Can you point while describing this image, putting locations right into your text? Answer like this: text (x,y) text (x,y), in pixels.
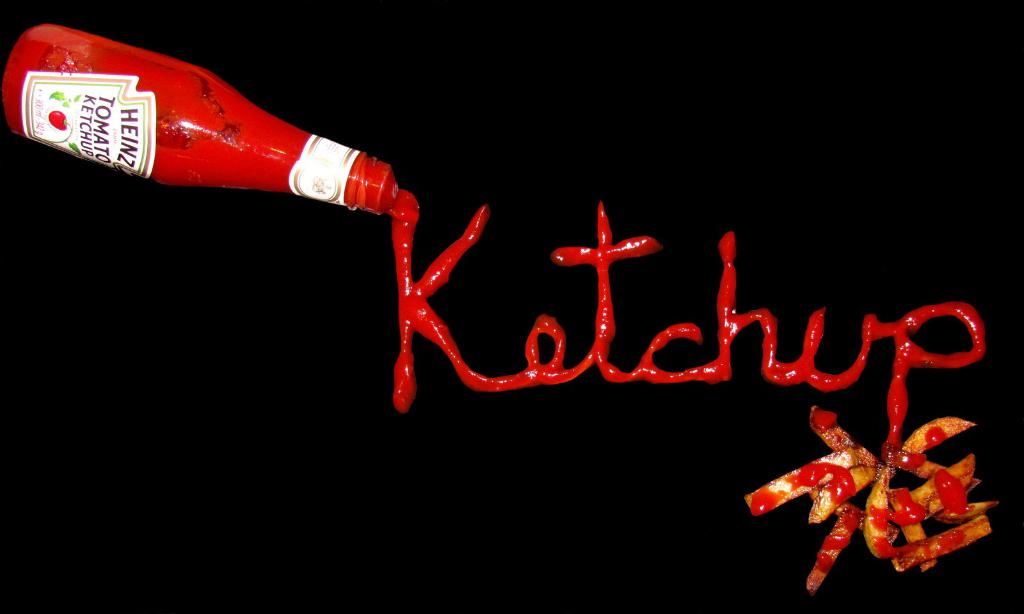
In this image there is a tomato ketchup bottle (120,118). In the bottom right (783,490) there are french fries (855,487). There is tomato ketchup (848,489) on the french fries (844,512). In the center (424,302) there is text (414,315) written with the tomato ketchup (412,297). The background (576,51) is dark.
